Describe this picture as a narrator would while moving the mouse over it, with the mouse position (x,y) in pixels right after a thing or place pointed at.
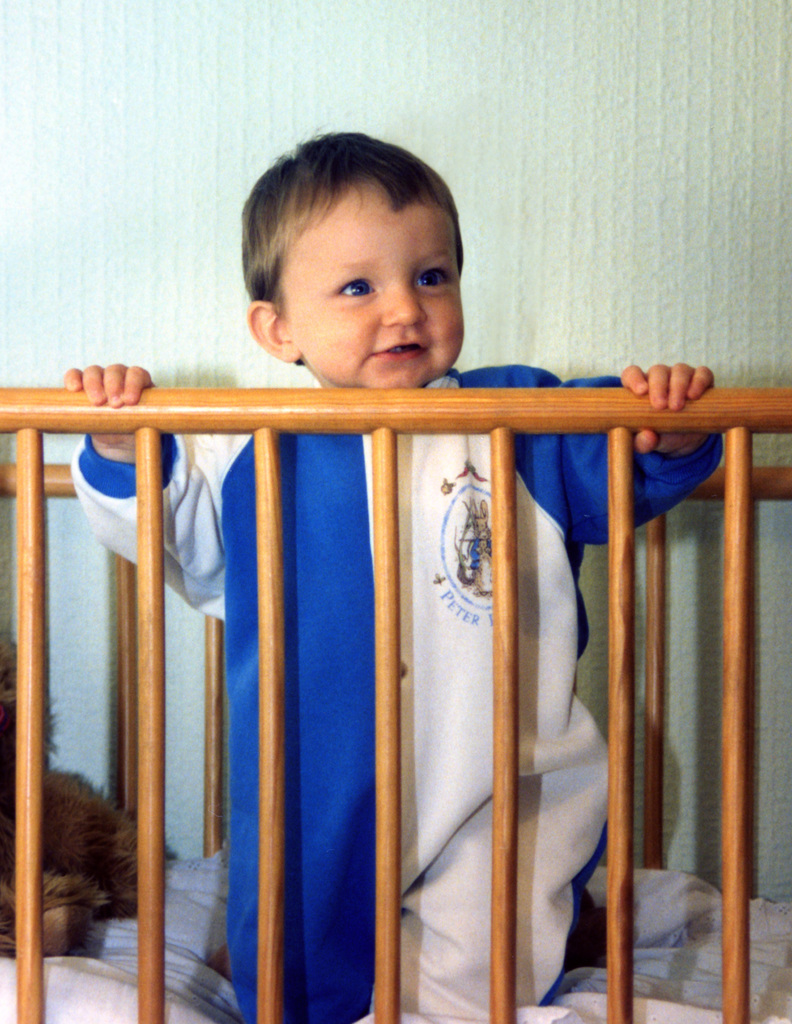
In this image we can see a boy (333,707) and a toy (137,881) on the bed (376,646), in the background (352,87) we can see the wall (225,195).
